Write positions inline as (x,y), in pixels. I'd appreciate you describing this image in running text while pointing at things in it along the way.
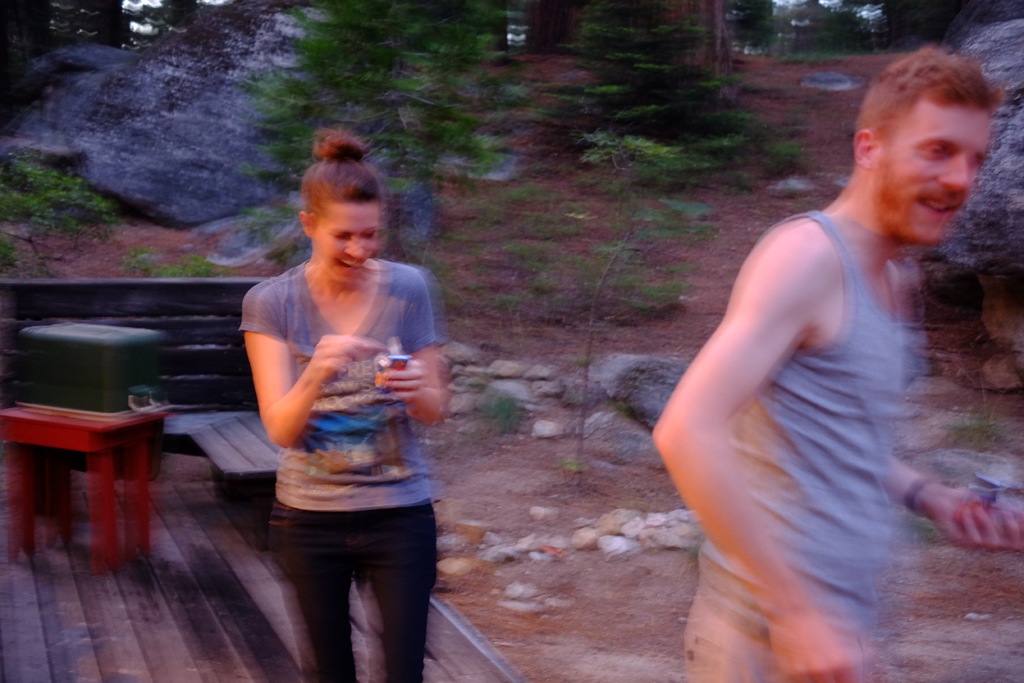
In the center (368,354) we can see one woman (365,434) she is smiling. And right side (842,459) we can see one man (819,420) he is standing. And coming to the background (436,76) we can see some trees (349,113).
